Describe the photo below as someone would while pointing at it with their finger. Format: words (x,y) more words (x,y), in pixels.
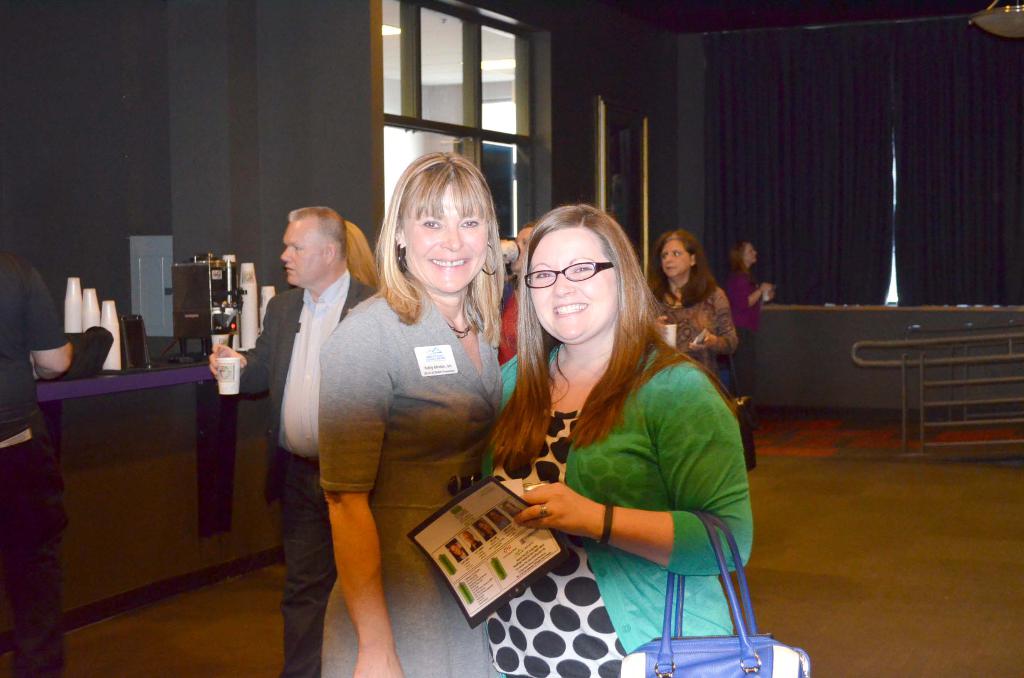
In this image I can see two persons (433,377) standing, the person (736,519) at right (750,529) wearing green and black color dress (710,583) and holding a blue color bag (715,649), the person (416,524) at left (327,391) wearing gray color dress (399,482). Background (195,299) I can see few other persons (217,363) walking holding a glass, I can also see a machine (228,341) in black color. The wall (251,203) and curtains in gray color.
